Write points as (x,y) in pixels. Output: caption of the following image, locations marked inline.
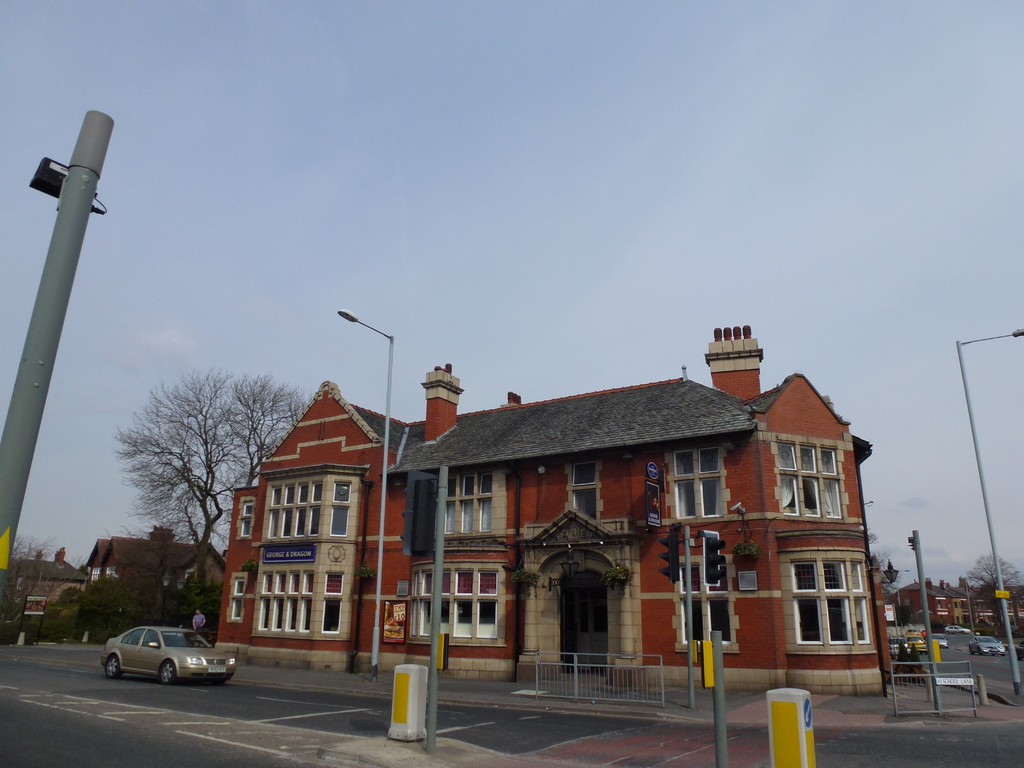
In this image we can see some buildings (731,576) and there are some vehicles (163,662) on the road (285,764) and there is a person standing beside the house (549,561). We can see some street lights (994,558) and traffic lights (717,577) and there are some trees (242,459) and at the top (380,137) we can see the sky (357,107).
